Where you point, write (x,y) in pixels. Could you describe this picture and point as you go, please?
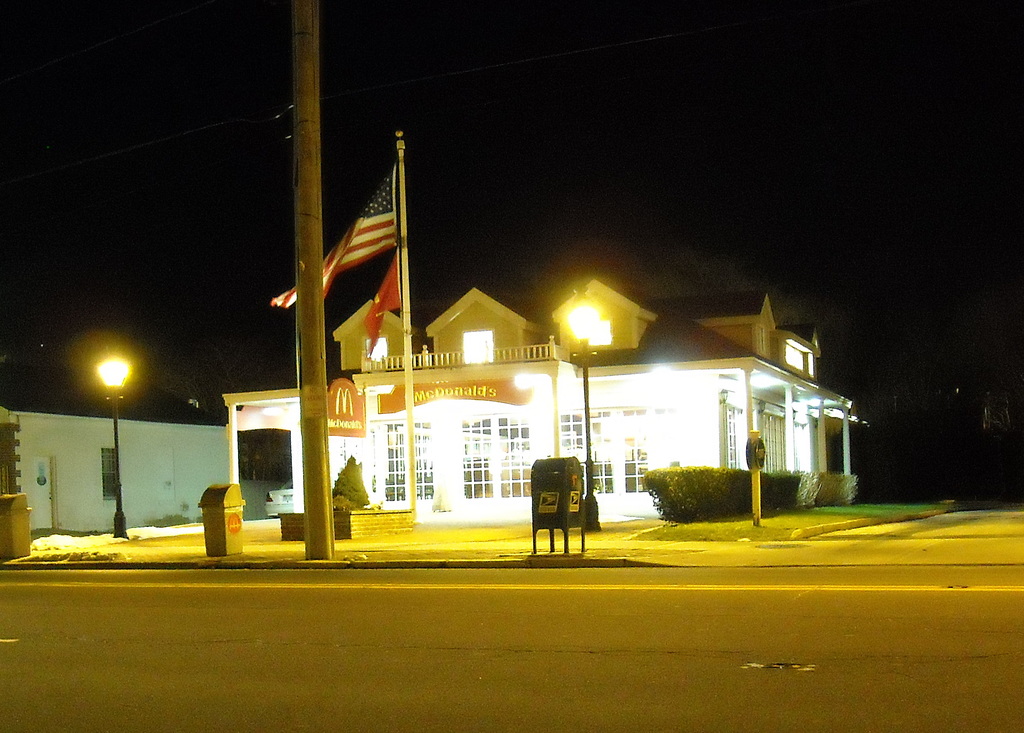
In this picture there are buildings (501,446) and there is a board (356,405) on the building (392,392) and there is text (423,396) on the board (450,397) and there are flags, street lights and plants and there are dustbins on the footpath (515,557). At the top (527,101) there is sky (832,93). At the bottom (454,651) there is a road (769,696) and there is a vehicle (283,507) beside the building (295,478).
